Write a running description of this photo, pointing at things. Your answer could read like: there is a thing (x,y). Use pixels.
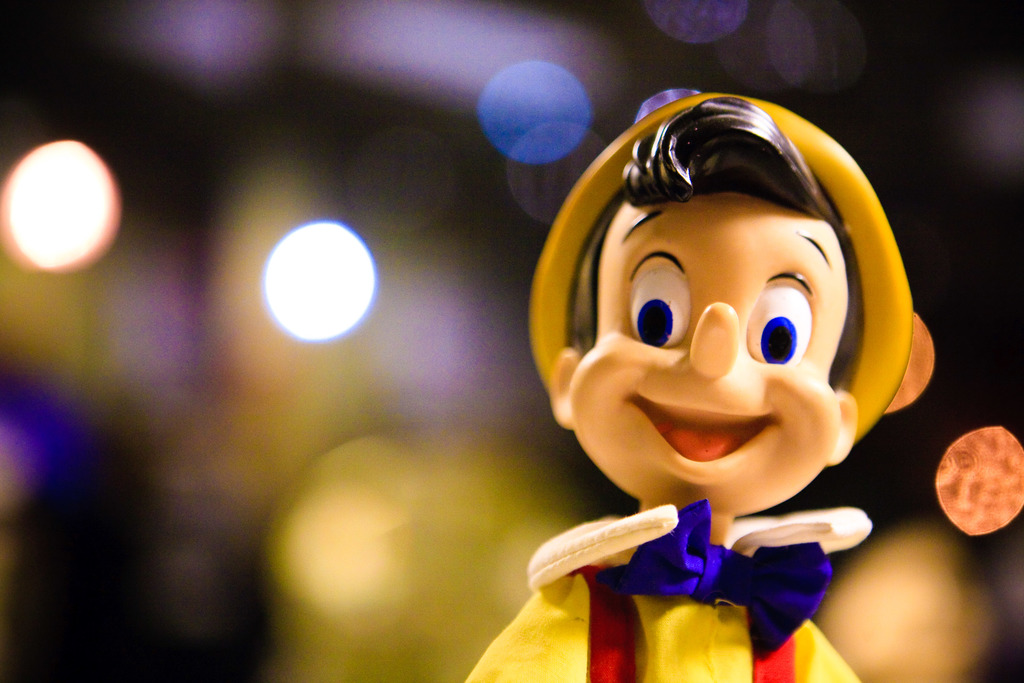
In this image, we can see a toy (754,376) and in the background (55,271), there are lights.
